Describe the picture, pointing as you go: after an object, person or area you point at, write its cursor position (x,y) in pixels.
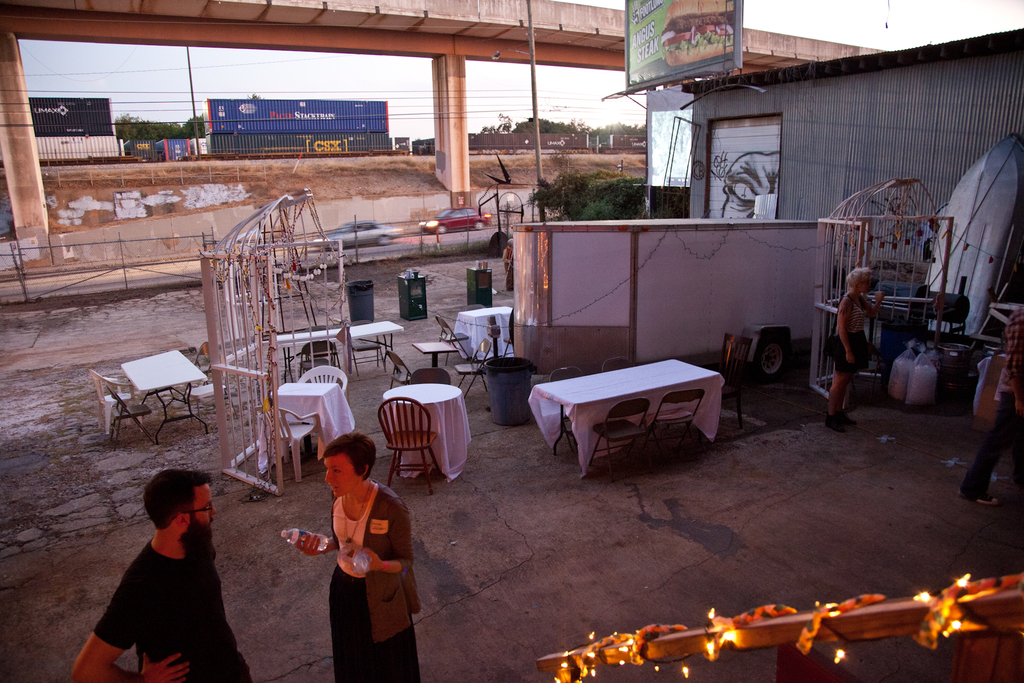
In this picture there is a man (203,518) and a woman (342,536) at the bottom side of the image (180,545) and there is a railing (608,644) at the bottom side of the image (853,616), there are tables (693,407) and chairs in the center of the image (423,426) and there are trees (573,186), vehicles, and posters (653,137) in the background area of the image (352,132), there is a bridge (335,18) at the top side of the image (465,42) and there is a house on the right side of the image (769,172).
